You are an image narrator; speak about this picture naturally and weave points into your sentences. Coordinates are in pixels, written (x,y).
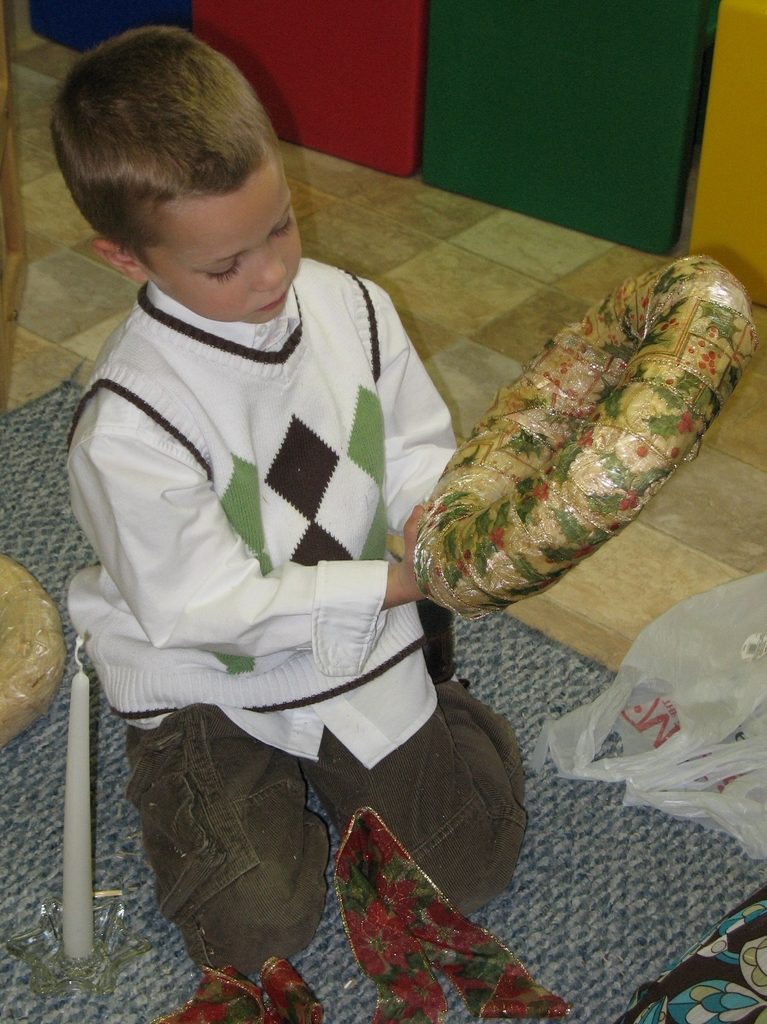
In the foreground (208,455) I can see a boy (227,428) is holding an object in hand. In the background (630,198) I can see boxes (519,190). This image is taken may be in a hall (696,872).
